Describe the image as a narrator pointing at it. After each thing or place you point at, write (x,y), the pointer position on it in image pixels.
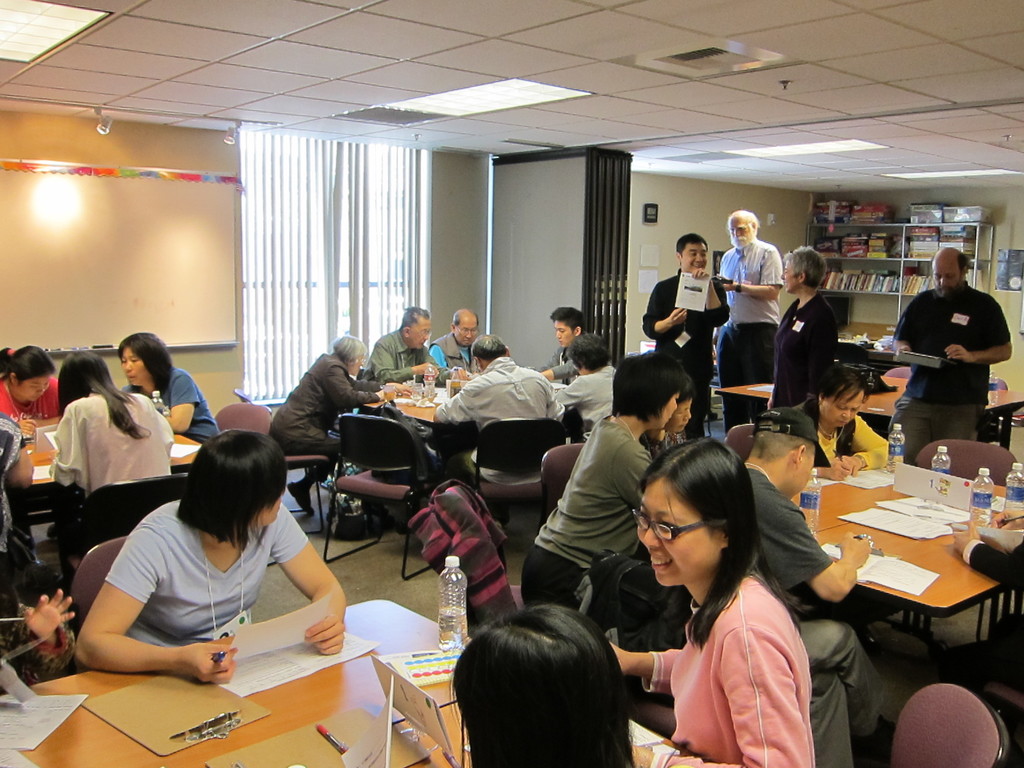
In the image in the center (357,367), we can see a few people (208,603) are sitting around the table (402,408). On the table (387,618), we can see the papers (451,666), pens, water bottles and a few other objects (445,677). In the background (690,232) there is a wall (1011,214), curtain (354,261), roof (907,164), lights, racks (980,237), books (913,284) and few people (693,317) are standing.
